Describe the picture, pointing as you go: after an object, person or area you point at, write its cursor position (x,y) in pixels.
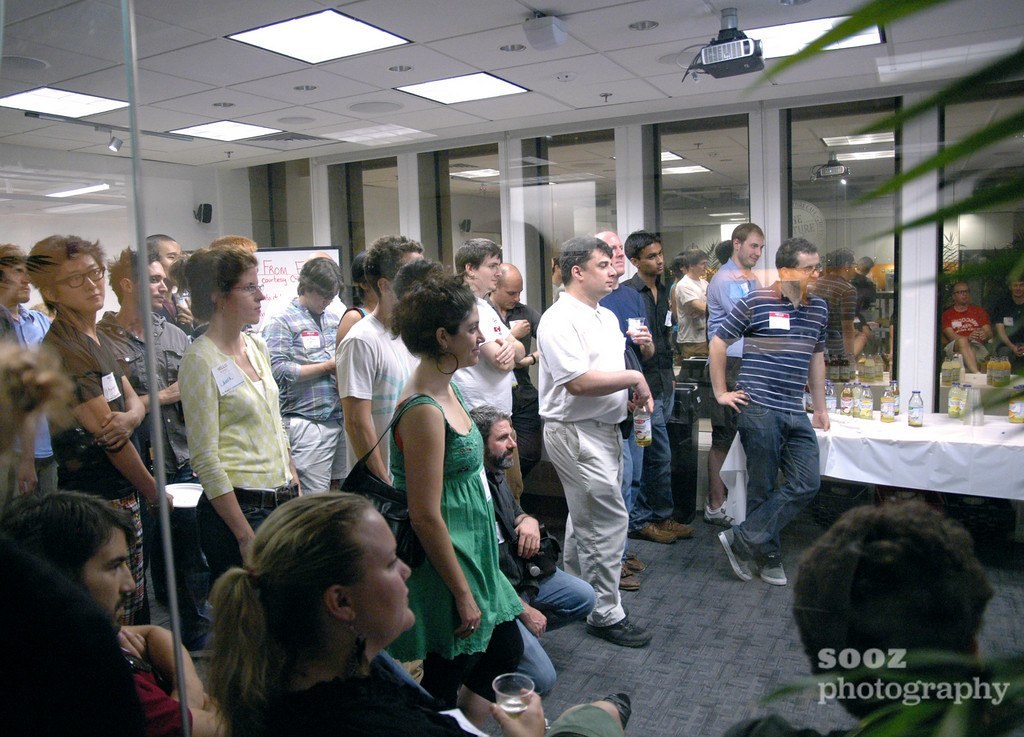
In this image, we can see persons (297,377) wearing clothes (73,366). There is a table (932,415) on the right side of the image (994,440) contains bottles (870,412). There are lights (290,45) on the ceiling (184,78) which is at the top of the image (567,41). There is a projector (743,50) in the top right of the image (734,32). There is a text (894,687) in the bottom right of the image (886,671).
